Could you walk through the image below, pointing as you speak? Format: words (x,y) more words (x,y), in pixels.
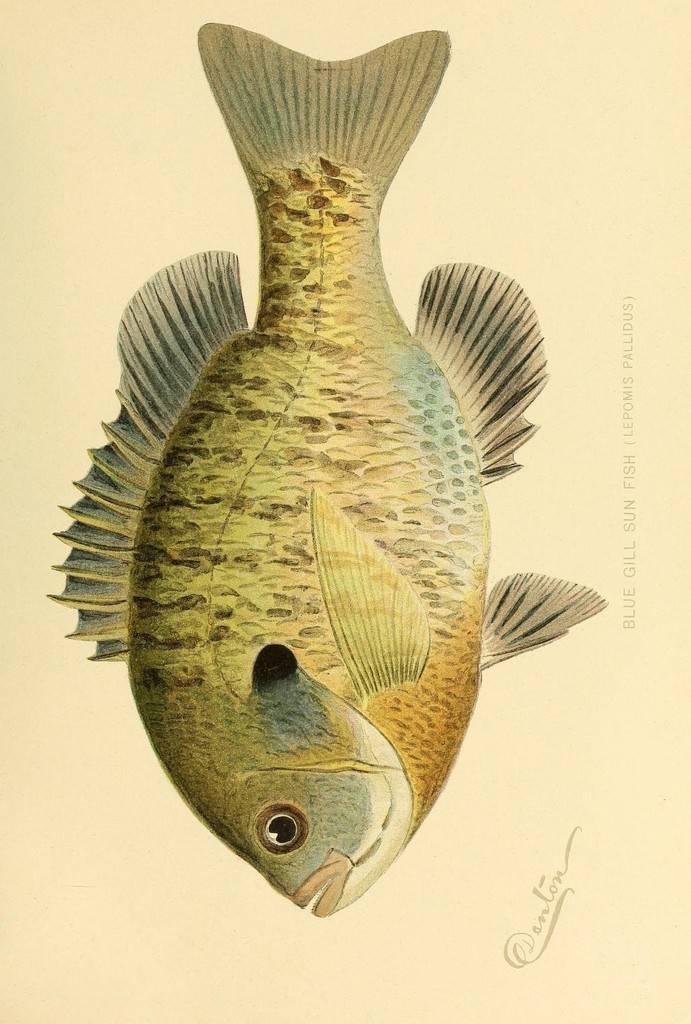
This is the picture of a fish (413,466). In this image there is a painting (331,448) of a fish (381,364). On the right side of the image (528,937) there is a text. At the back (519,893) there is a cream color background (225,936).
